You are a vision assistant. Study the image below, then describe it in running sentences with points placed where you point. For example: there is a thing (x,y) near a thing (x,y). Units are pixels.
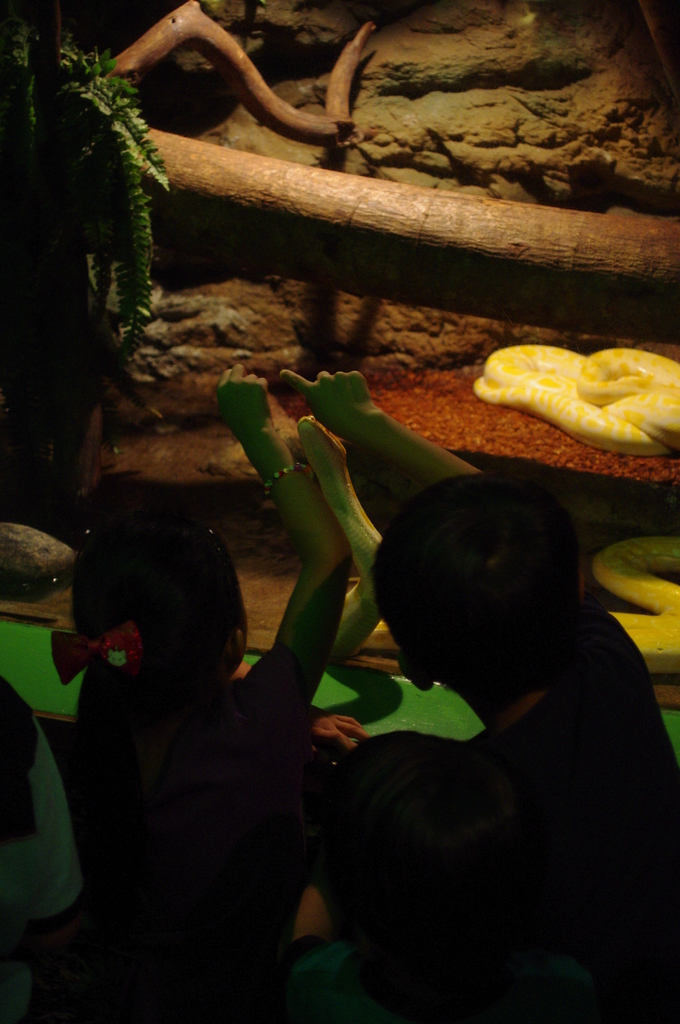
Here people (509,784) are standing, this is snake (355,604) and a plant (76,185).
